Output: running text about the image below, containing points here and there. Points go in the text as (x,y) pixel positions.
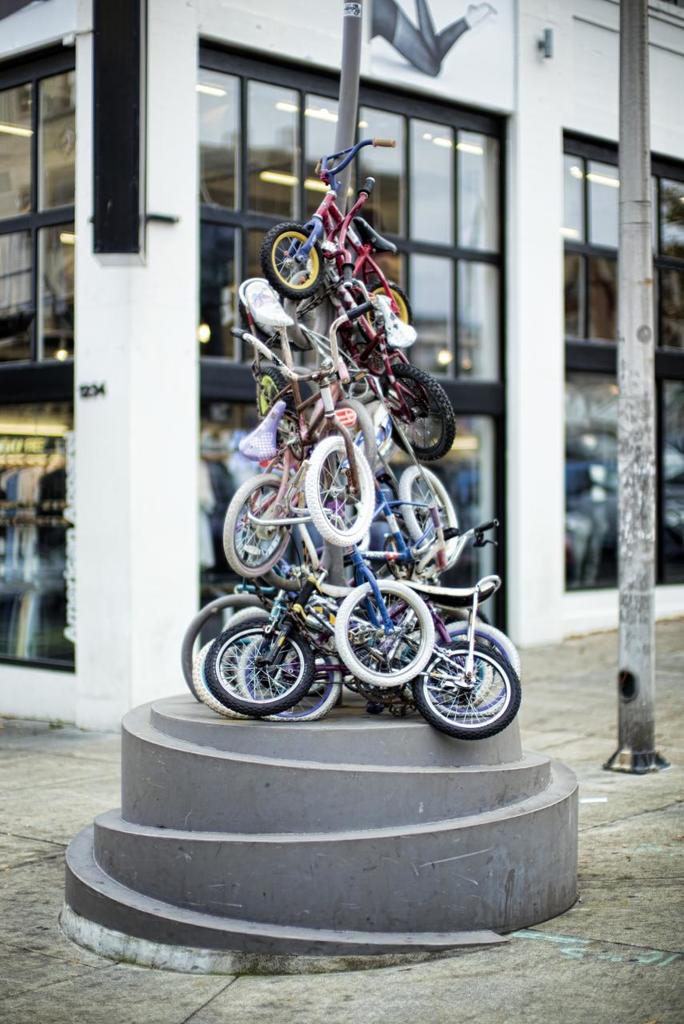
In this images we can see small bicycles (272,707) on a platform (241,759) at the pole (328,287). In the background (176,410) there is a buildings (239,176), glass doors (51,240), pole (638,327) and through the glass doors (597,308) we can see objects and lights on the ceiling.
